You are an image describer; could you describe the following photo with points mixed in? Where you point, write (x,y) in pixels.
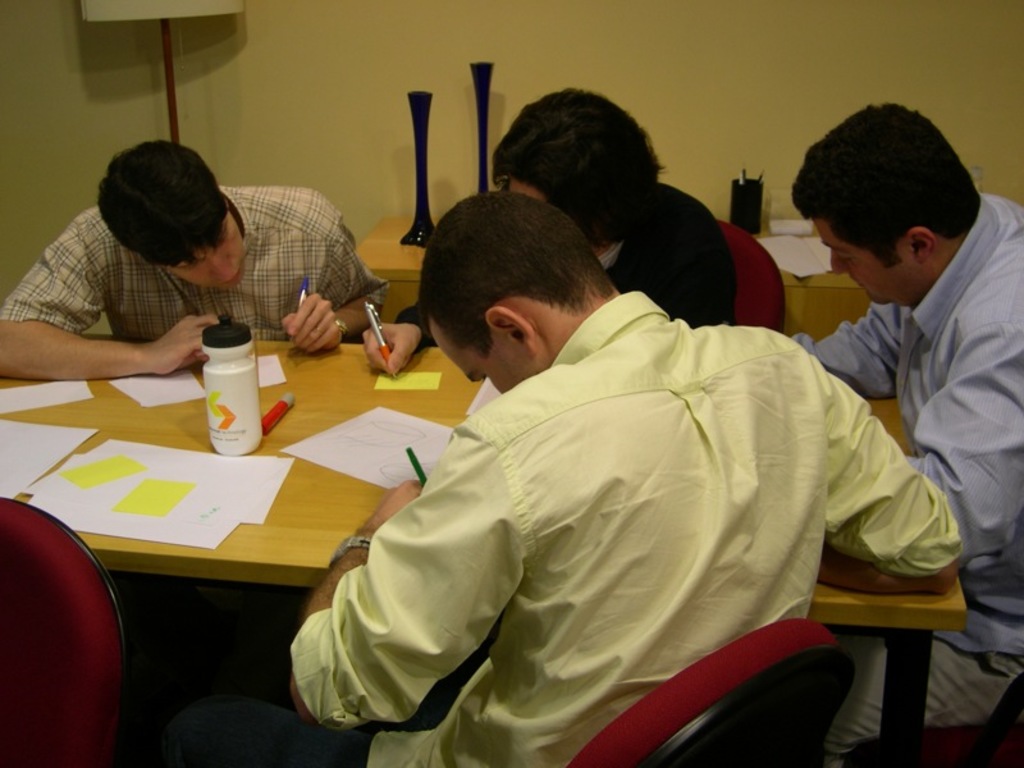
This image consists of a four persons (676,312) sitting on a chair (725,676). The person (612,536) in the front (580,585) wearing a yellow colour shirt (579,603) is leaning on the table (348,515) and is holding a pen (415,461). The person (980,392) at the right side (994,393) wearing a blue colour shirt (988,380) is sitting on a chair (963,730) and leaning on the table (876,403). Woman (661,251) in the center (666,265) is sitting on a chair (742,320) and is writing on a paper (406,380) holding a pen (384,346) in her hand (401,338). At the left side (209,255) the man (227,251) sitting is seeing at the paper (273,370) holding a pen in his hand (306,307). There is a bottle (229,392) on the table (275,351). In the background (366,64) there is a light lamp (168,18), wall (528,56), and papers (798,230), and a black colour pen stand (751,200).
